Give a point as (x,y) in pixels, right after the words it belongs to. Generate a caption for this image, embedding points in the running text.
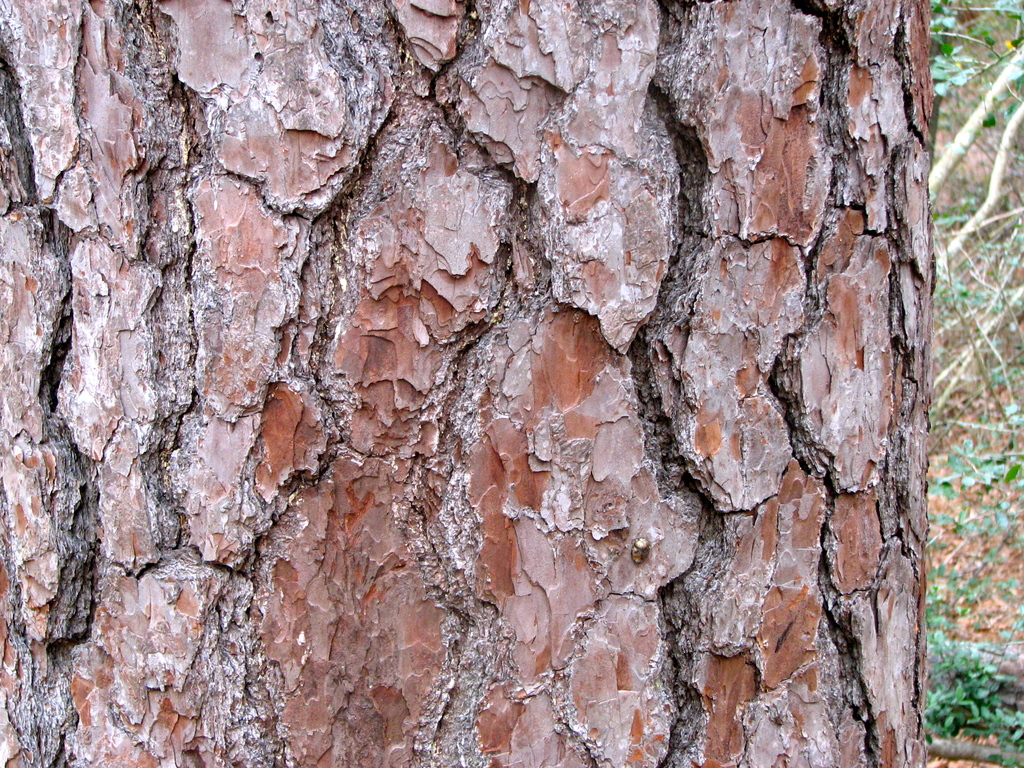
In this image I can see trunk (808,417) which is in brown color. Background (955,51) I can see trees (954,79) in green color.
